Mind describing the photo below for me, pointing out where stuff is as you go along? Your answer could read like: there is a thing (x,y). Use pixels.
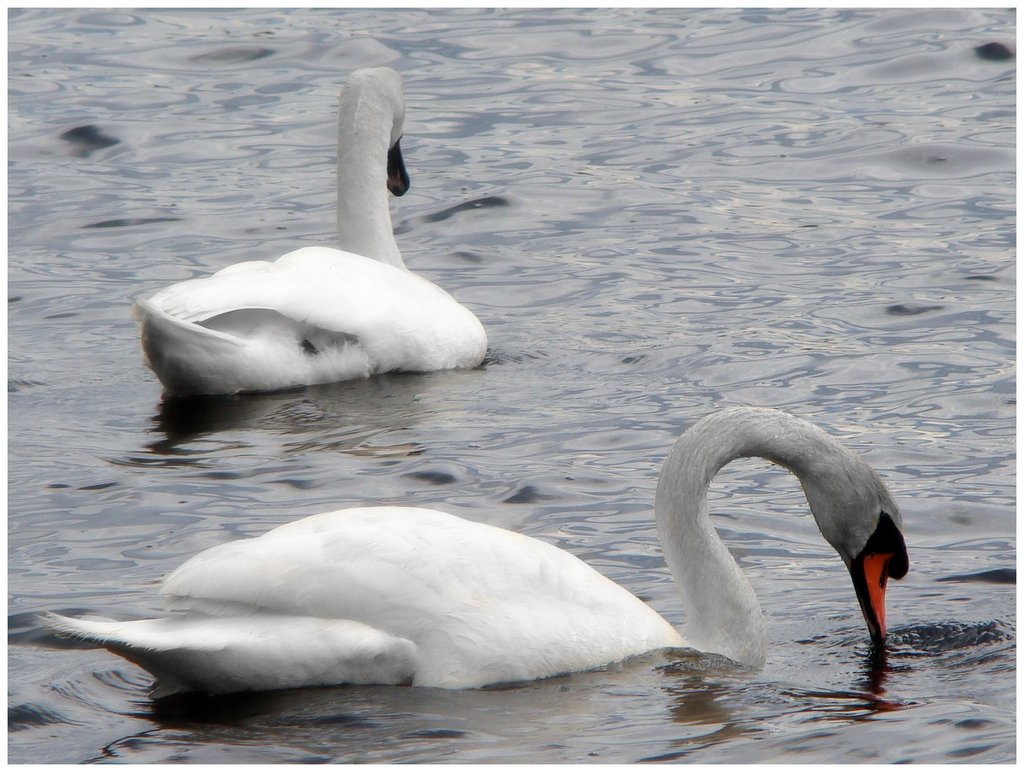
This picture shows couple of white Swans (173,313) in the water (614,97).
